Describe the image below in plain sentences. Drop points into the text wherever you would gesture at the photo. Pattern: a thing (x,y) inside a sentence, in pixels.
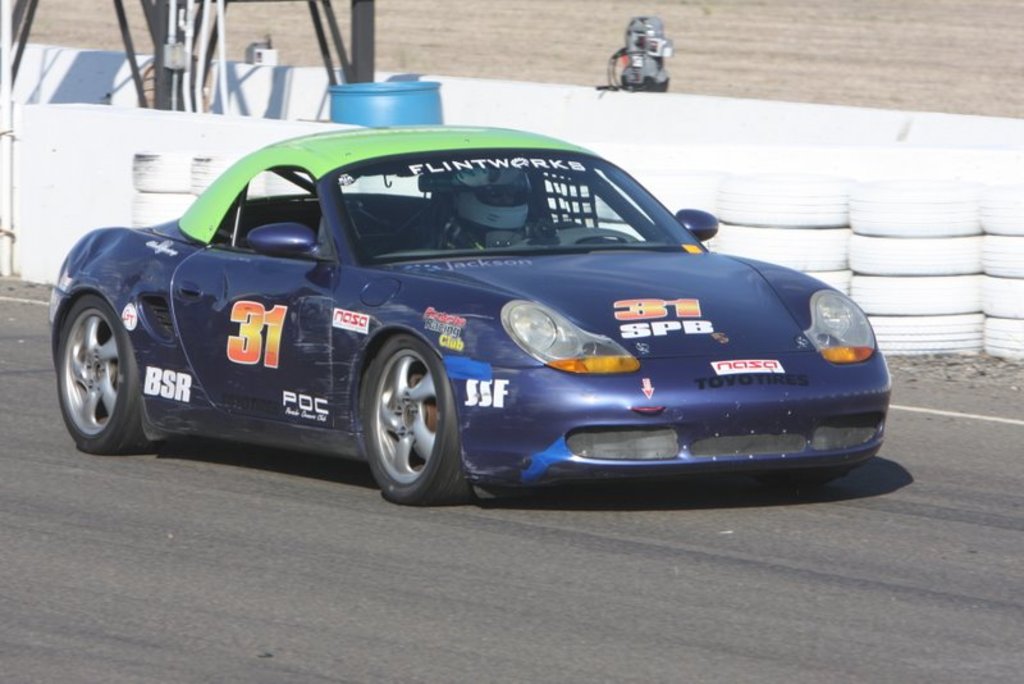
In this picture we can see a car (397,402) on the road (609,494) with a person (493,187) inside it and in the background (198,158) we can see tires (765,195), drum (346,115).
